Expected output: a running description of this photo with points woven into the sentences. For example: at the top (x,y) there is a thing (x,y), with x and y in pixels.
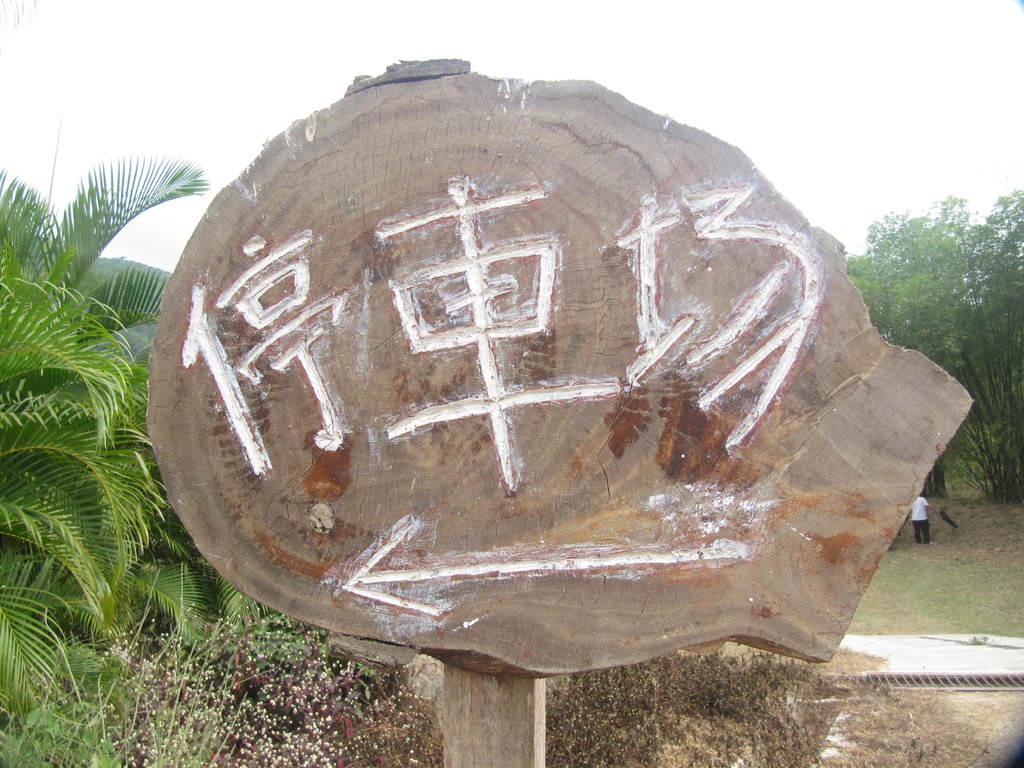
In this image I can see the wooden board (463,634) and something is carved on it. In the background (68,518) I can see the plants (255,670), person (913,517) with white and black color dress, trees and the sky (508,76).
